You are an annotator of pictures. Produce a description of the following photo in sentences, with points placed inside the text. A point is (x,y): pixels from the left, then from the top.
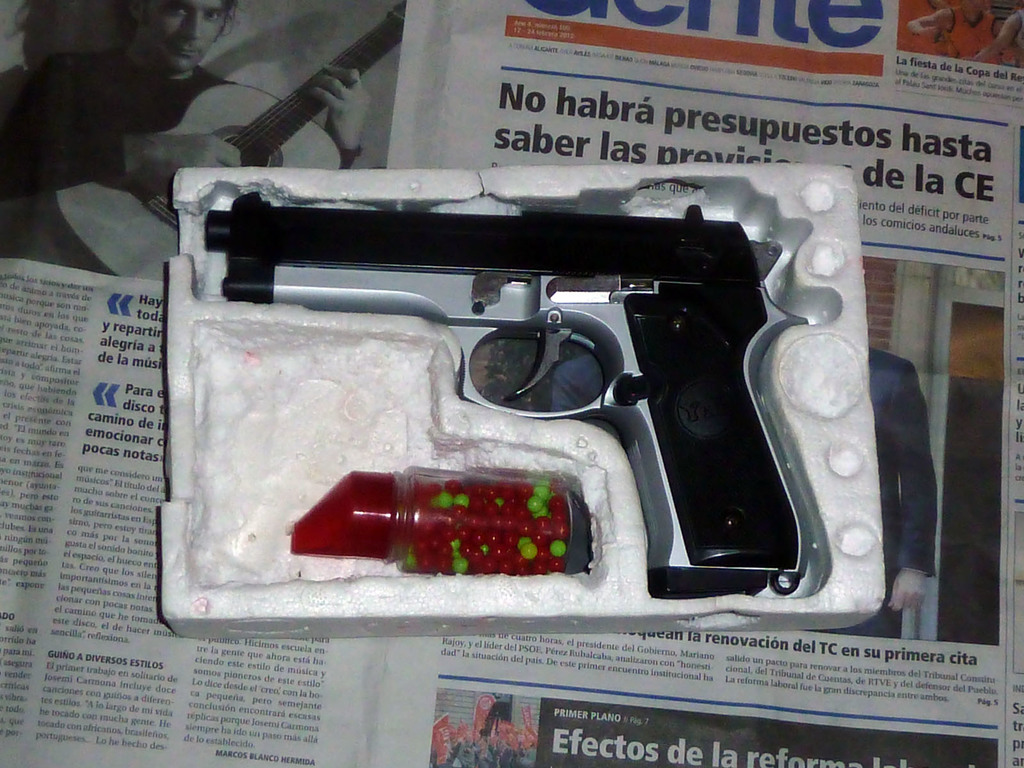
In this picture I can see a gun (536,378) with few bullets (479,529) in a bottle (489,491) and a newspaper (695,119) under it.
